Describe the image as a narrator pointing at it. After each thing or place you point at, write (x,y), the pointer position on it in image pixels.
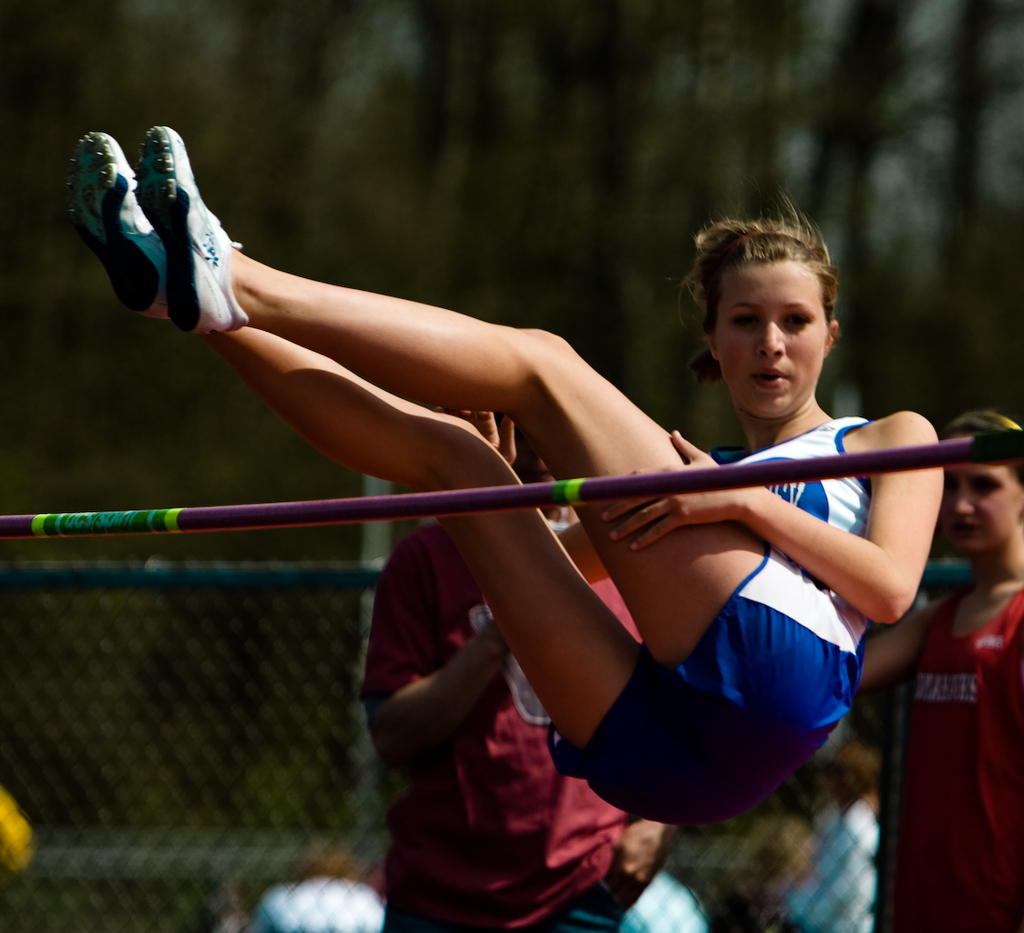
In the center of the image (521,348) we can see a person (595,454) is jumping. In front of her, we can see an object (469,501). And beside her, we can see two persons (527,763) are standing and they are in different costumes (996,715). In the background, we can see it is blurred.
